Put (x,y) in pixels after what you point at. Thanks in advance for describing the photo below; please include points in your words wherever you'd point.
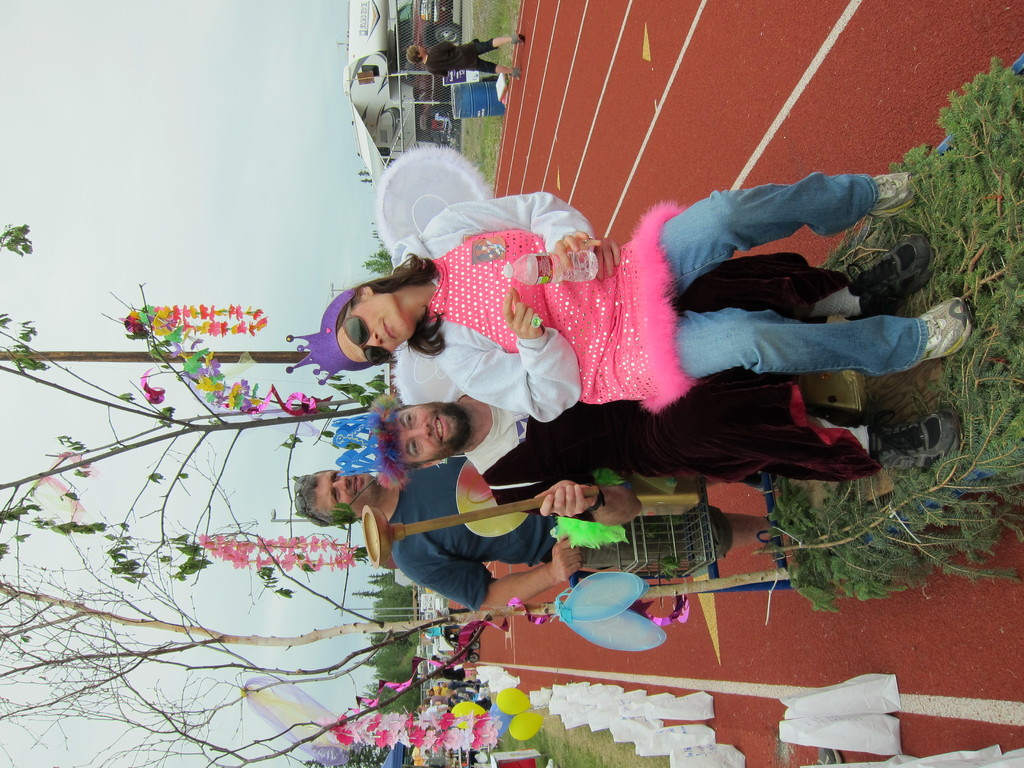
This image is in left direction. Here I can see a man (459,403) and a woman (531,318) are wearing costumes (754,464) and sitting on a vehicle (924,510). Behind the vehicle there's a man (487,501) standing. On the left side (108,490) there are few trees (234,429) and also I can see the sky (228,141). At the top (406,75) there is a vehicle (386,94) and I can see a person (460,64) walking on the ground (484,143). At the bottom (525,728) there are few balloons (503,725) and I can see many people (453,692).
